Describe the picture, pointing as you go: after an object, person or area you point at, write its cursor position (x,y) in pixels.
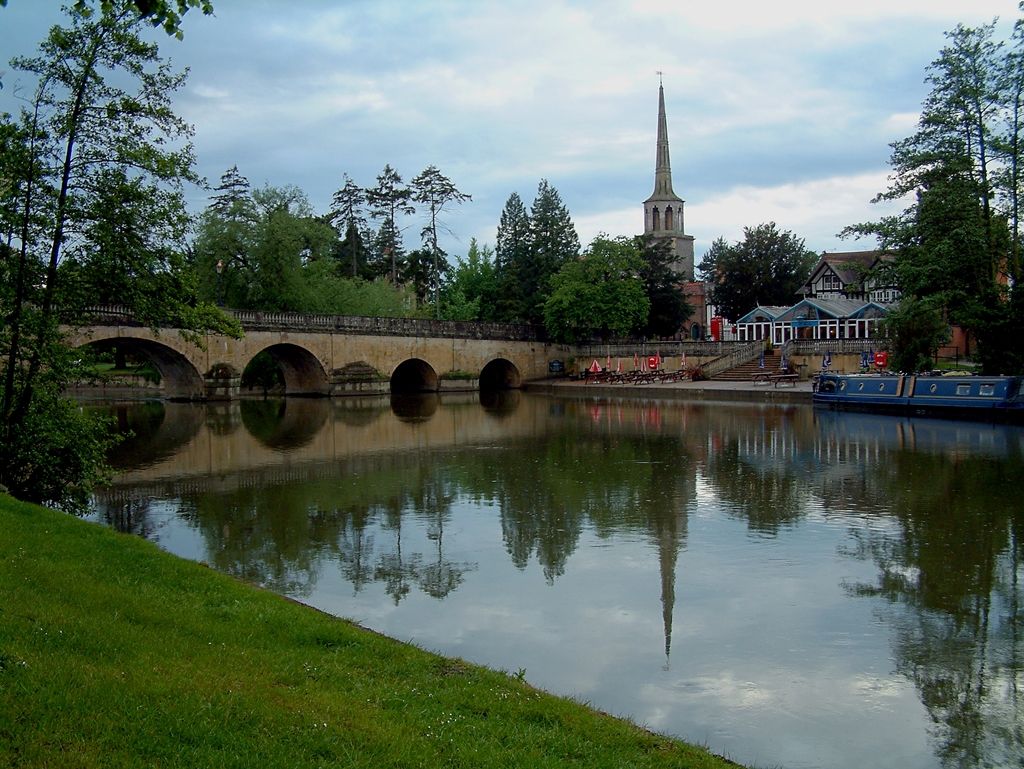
In this image in the front (294,607) there's grass (294,607) on the ground (294,607). In the center (463,453) there is water (509,524). In the background (435,352) there is a bridge (445,334), there are buildings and there is a tower (669,170) and there are trees (573,232) and the sky (741,69) is cloudy.
